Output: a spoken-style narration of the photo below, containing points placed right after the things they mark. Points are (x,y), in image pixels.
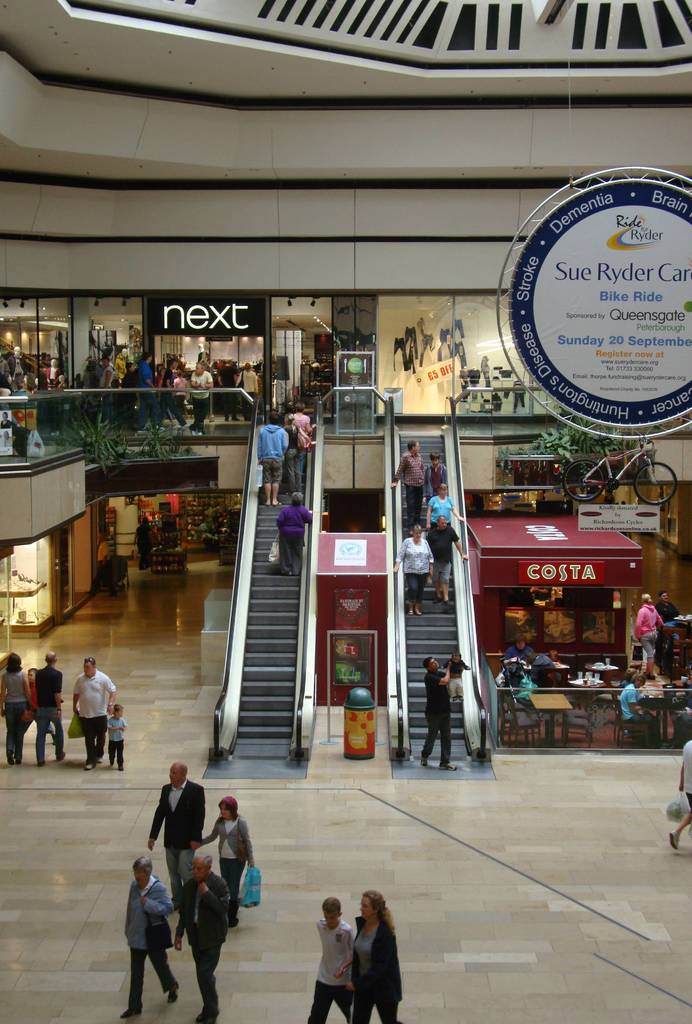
There are groups of people (98,736) walking. These are the escalators (394,643). I can see few people (293,494) standing. These are the shops (401,320) on the name boards (228,329). Here is a bicycle (575,496). This looks like a hoarding (653,343), which is hanging to the roof (561,13). I think these are the kind of house plants (149,455).
